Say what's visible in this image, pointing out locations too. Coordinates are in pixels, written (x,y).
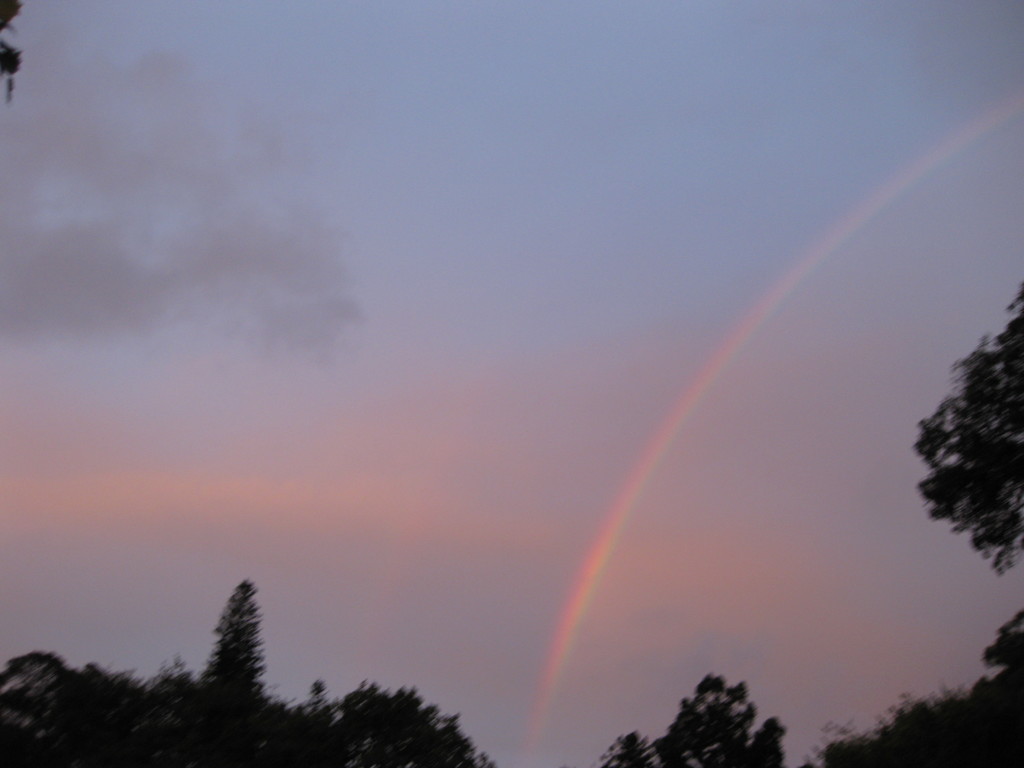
In this picture, we can see trees (216,729), rainbow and sky (472,353).
